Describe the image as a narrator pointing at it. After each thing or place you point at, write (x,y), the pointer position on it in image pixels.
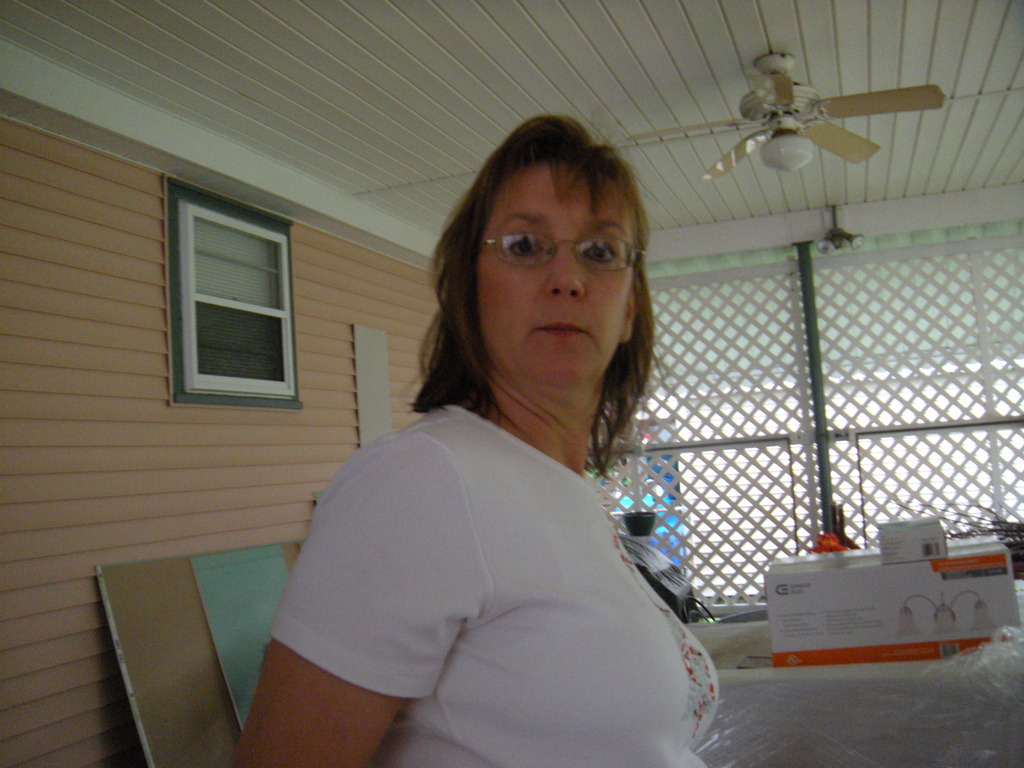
In the center of the image (537,281) there is a lady (597,529). At the top of the image (312,124) there is a ceiling (817,156) with fan (772,102). To the left side of the image (26,354) there is a wall (106,492) with a window (291,342). In the background of the image (693,346) there is wooden wall (689,513). To the right side of the image (988,672) there are some objects (861,654) on the table (817,671).
